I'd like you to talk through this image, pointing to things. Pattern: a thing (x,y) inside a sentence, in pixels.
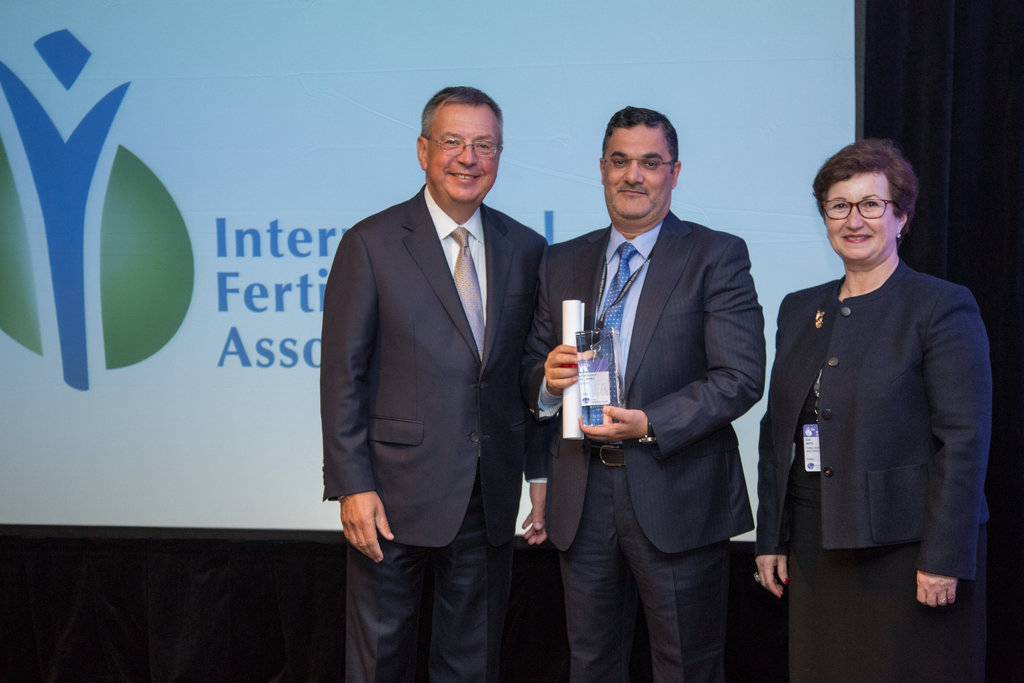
In this picture, we see two men (549,396) and a woman (925,441) are standing. All of them are smiling and they are posing for the photo. The man (590,244) in the middle of the picture (555,260) is holding the papers (582,326) and a glass object (604,344) in his hands (626,420). Behind them, we see a projector screen (181,368) or a banner (273,137) in white color with some text (272,348) written on it. In the background (998,202), it is black in color. It might be a black color sheet (927,225).
